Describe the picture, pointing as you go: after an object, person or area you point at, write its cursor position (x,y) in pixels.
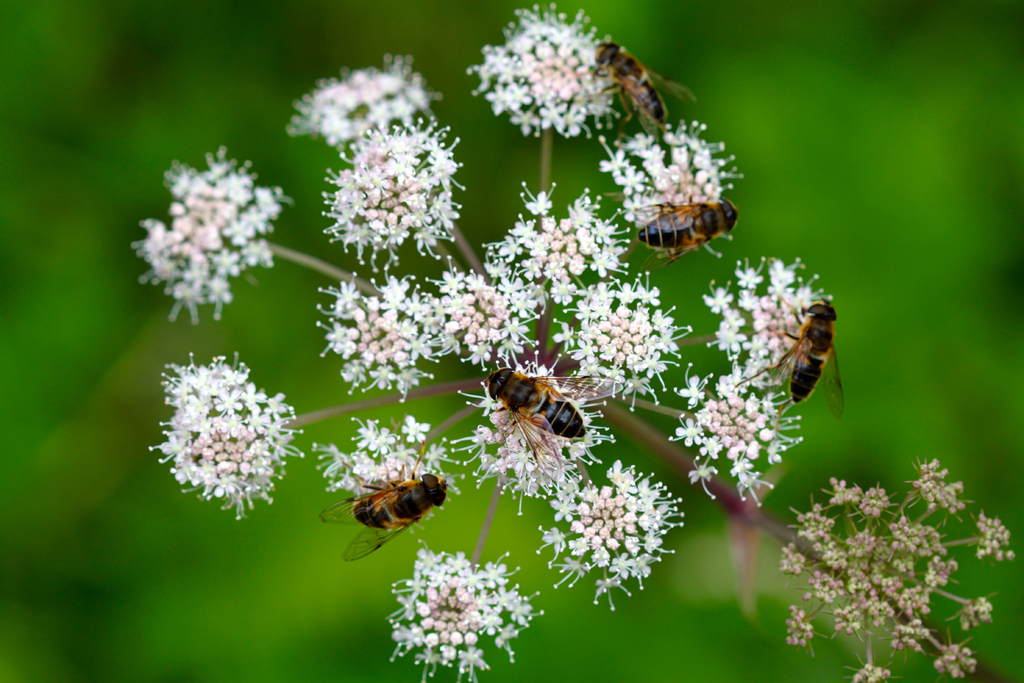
In this image I can see some insects (509,408) on the flower (430,428).
